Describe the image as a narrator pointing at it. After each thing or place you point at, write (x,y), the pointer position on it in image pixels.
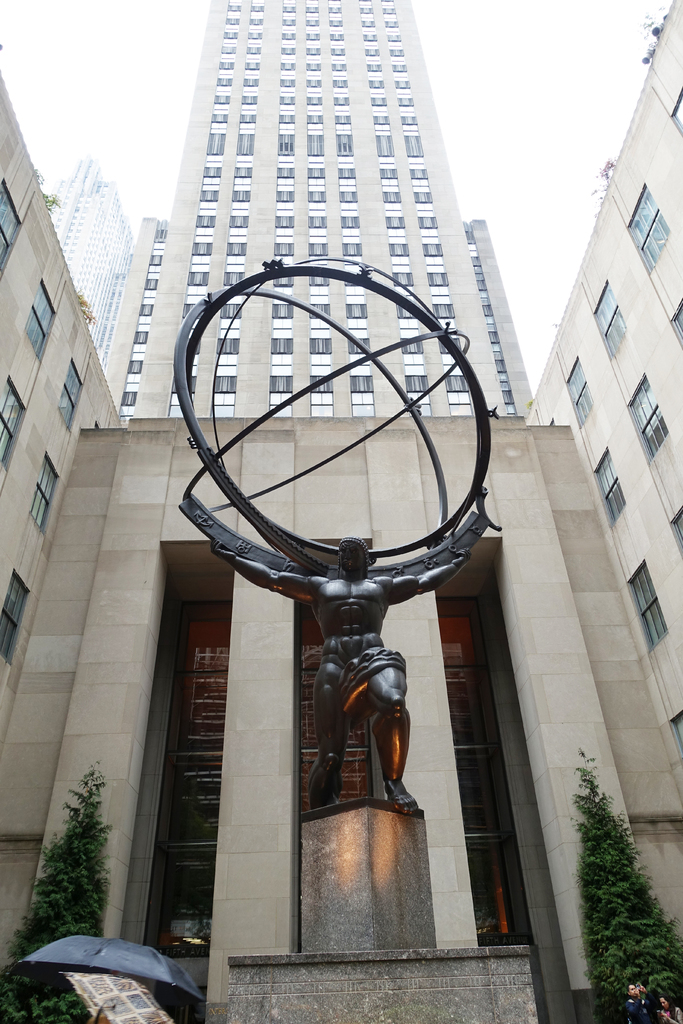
In the picture I can see buildings (316,416) and trees (611,1010). In the front of the image (347,716) I can see a statue (338,675). In the background (545,161) I can see the sky (542,149).
